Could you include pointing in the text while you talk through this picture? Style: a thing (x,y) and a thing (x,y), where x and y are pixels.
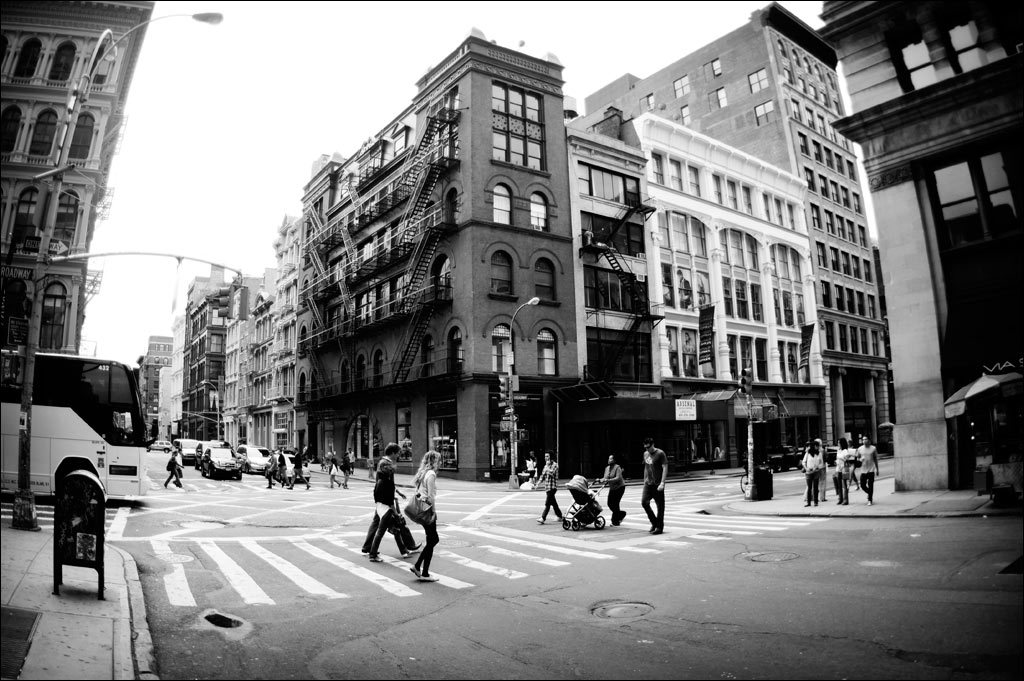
In this picture I can see buildings (852,236), in front of building (342,381) there is a street light pole (506,406) and person (660,498) walking on road (482,526) and crossing the road (283,558) on zebra cross lines (234,581) and there are some vehicles (167,444) and a bus (40,439) on the left side (52,450) at the top (291,74) I can see the sky (559,57) and a tent (967,403) on right side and I can see a baby chair (588,482) in the middle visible on road (419,625), and I can see a small pole (89,524) on left side (23,400) and top of building (856,179) there are windows (950,194) visible.
